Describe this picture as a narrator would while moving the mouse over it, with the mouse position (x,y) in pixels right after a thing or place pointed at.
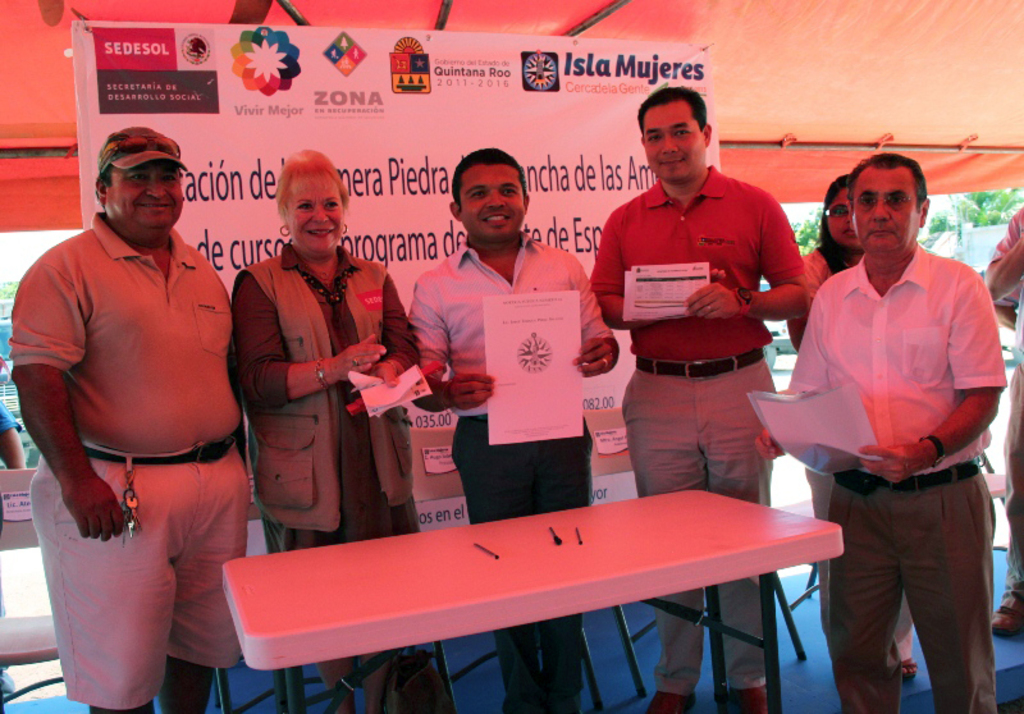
In this image there are group of persons (57,341) standing on the stage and holding some papers (504,380) in their hands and at the background of the image (317,129) there is a board (397,110).
